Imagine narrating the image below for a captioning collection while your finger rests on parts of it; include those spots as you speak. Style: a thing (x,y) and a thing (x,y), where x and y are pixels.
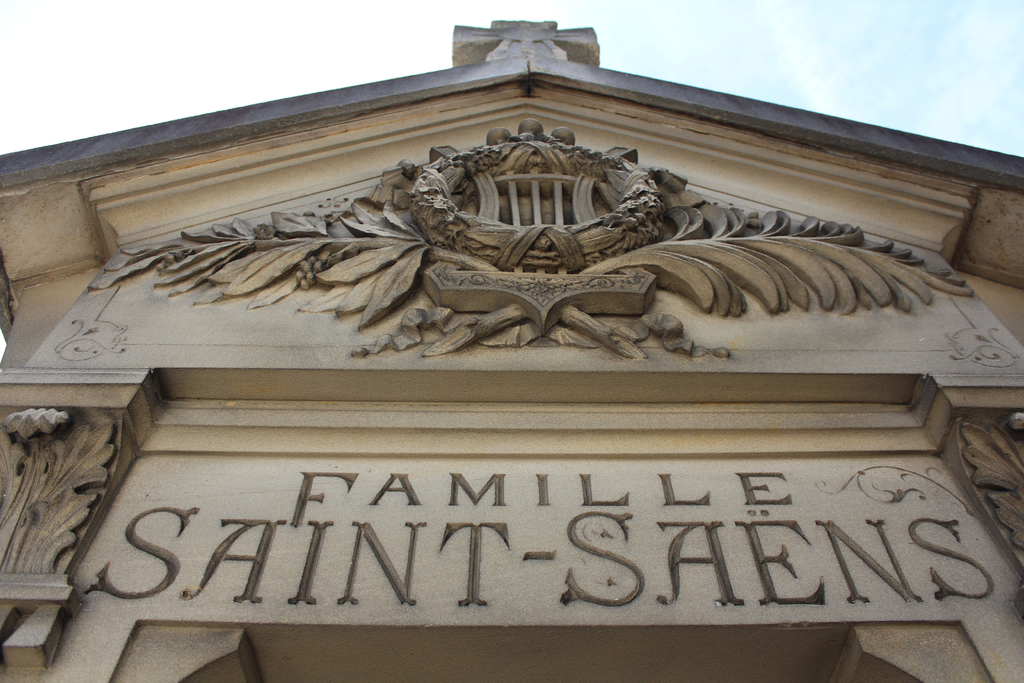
In this image I can see a building (192,269) in cream color and I can see sky (177,51) in white color.
